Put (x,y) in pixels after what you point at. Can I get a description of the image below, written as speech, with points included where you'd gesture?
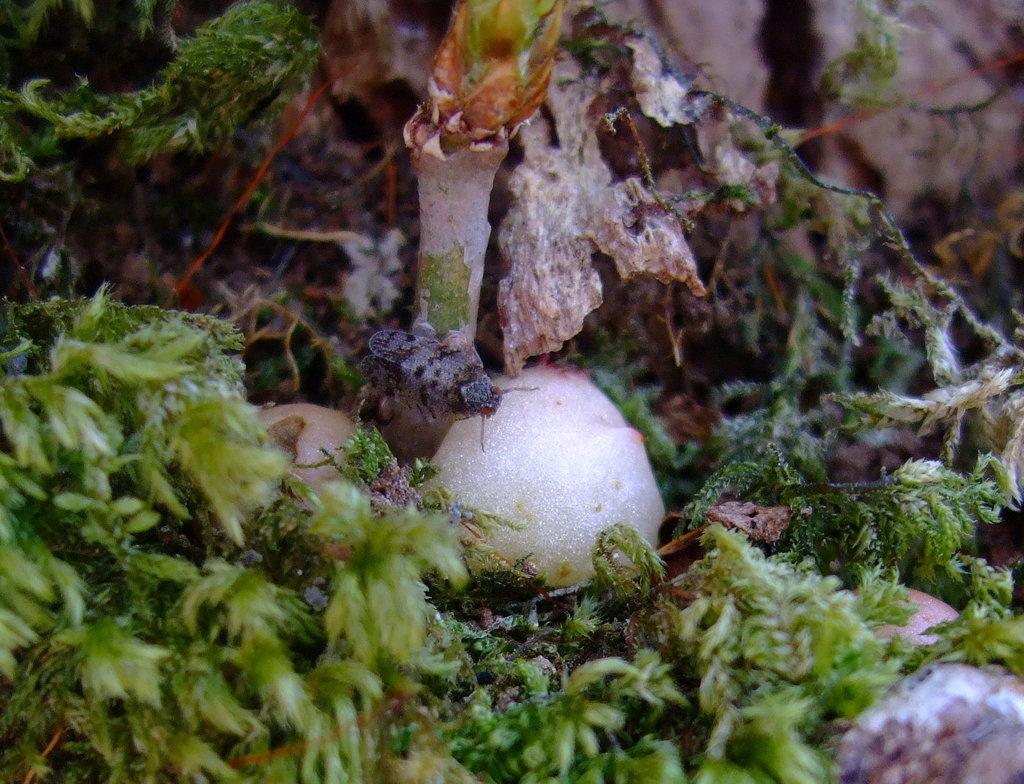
At the bottom of this image (310,626) I can see few leaves (783,584) of a plant (716,624). In the middle of this image (386,354) I can see an insect (431,384) on a white color stone (581,470).
